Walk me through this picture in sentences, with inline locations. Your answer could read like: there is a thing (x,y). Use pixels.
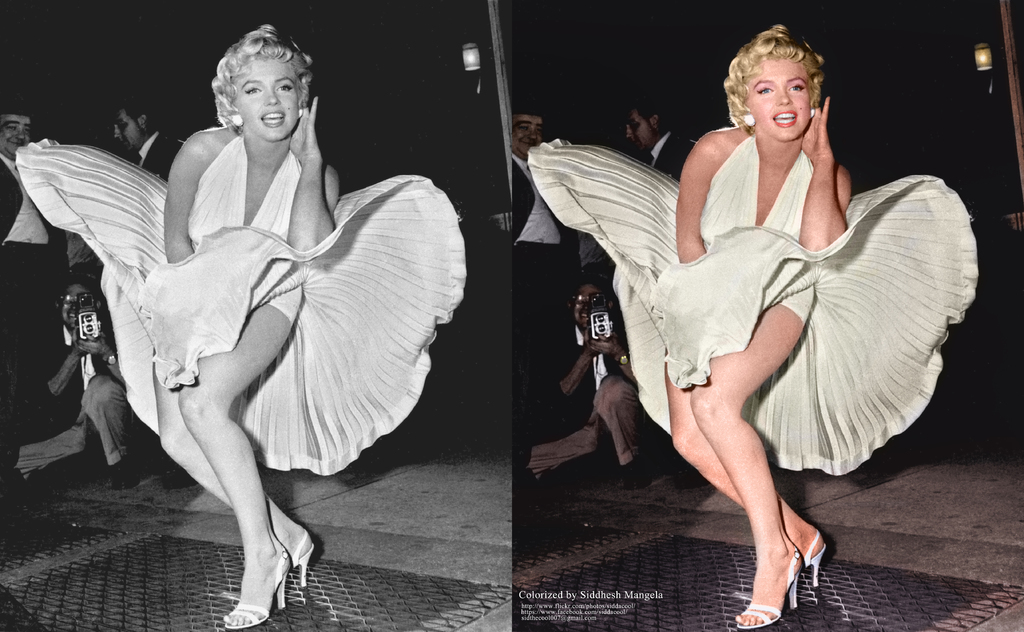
This is a collage and edited picture. Background (548,67) portion of the picture is dark. In this picture we can see a woman (882,379) giving a pose. We can see lights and people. We can see a man (76,377) holding a camera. At the bottom portion of the picture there is something written.
